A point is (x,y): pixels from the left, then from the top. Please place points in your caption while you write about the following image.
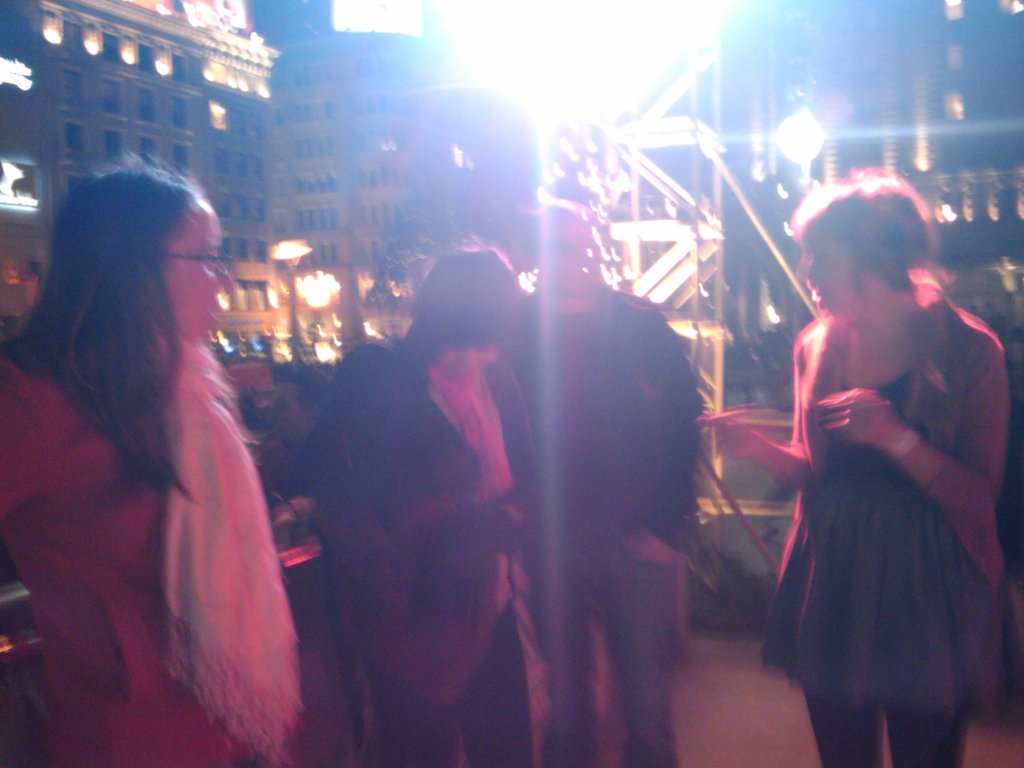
This picture is clicked outside. In the foreground (506,558) we can see the group of people (778,605) standing on the ground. In the background (741,182) we can see the buildings (952,127), lights (958,114) and metal rods (692,209).
